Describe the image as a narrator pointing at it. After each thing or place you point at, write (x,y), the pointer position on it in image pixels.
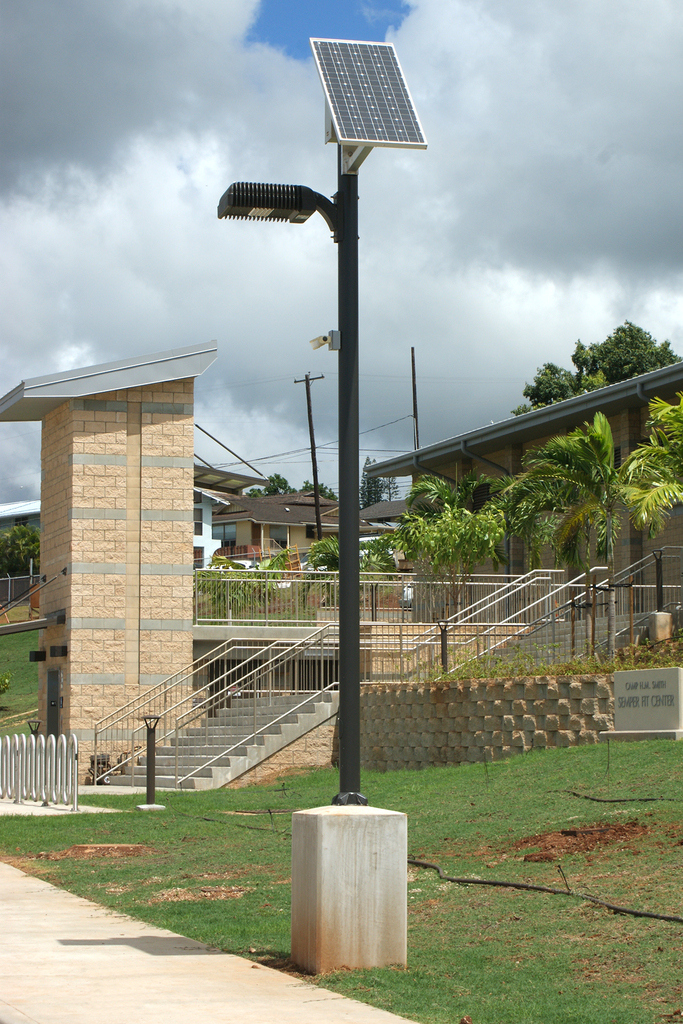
In this picture we can see a pole (355,568) and a solar panel (367,126) in the front (343,134), at the bottom (480,925) there is grass (485,907), in the background (616,387) there are some houses (135,482), we can see stairs (250,739) and railings (466,620) in the middle (454,581), on the right side (589,494) there are some plants (589,494), in the background (610,377) we can see trees (610,377), there is the sky (471,165) and clouds (417,99) at the top of the picture (508,87).
